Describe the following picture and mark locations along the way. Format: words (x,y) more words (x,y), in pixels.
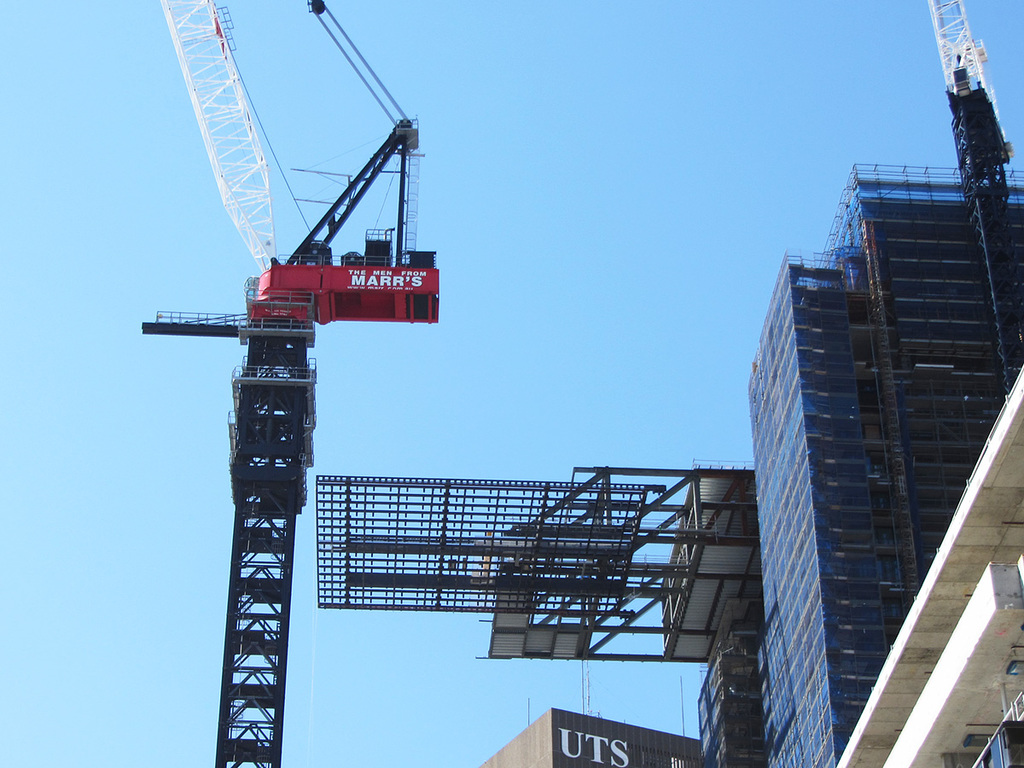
In the image we can see a crane (257,374), buildings (865,570), text (570,753) and a pale blue sky (663,168).
